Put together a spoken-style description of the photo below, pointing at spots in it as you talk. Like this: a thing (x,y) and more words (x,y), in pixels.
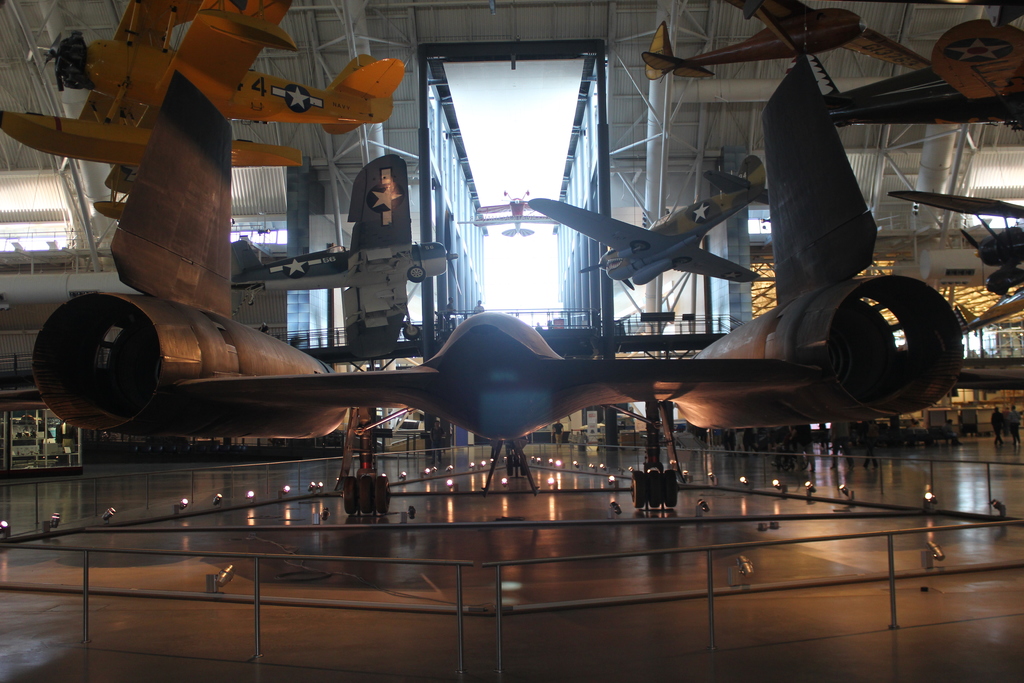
In this image I can see an air craft (279,400), background (226,67) I can see few other aircrafts (237,60) in air (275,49) and sky (541,153) in white color.
